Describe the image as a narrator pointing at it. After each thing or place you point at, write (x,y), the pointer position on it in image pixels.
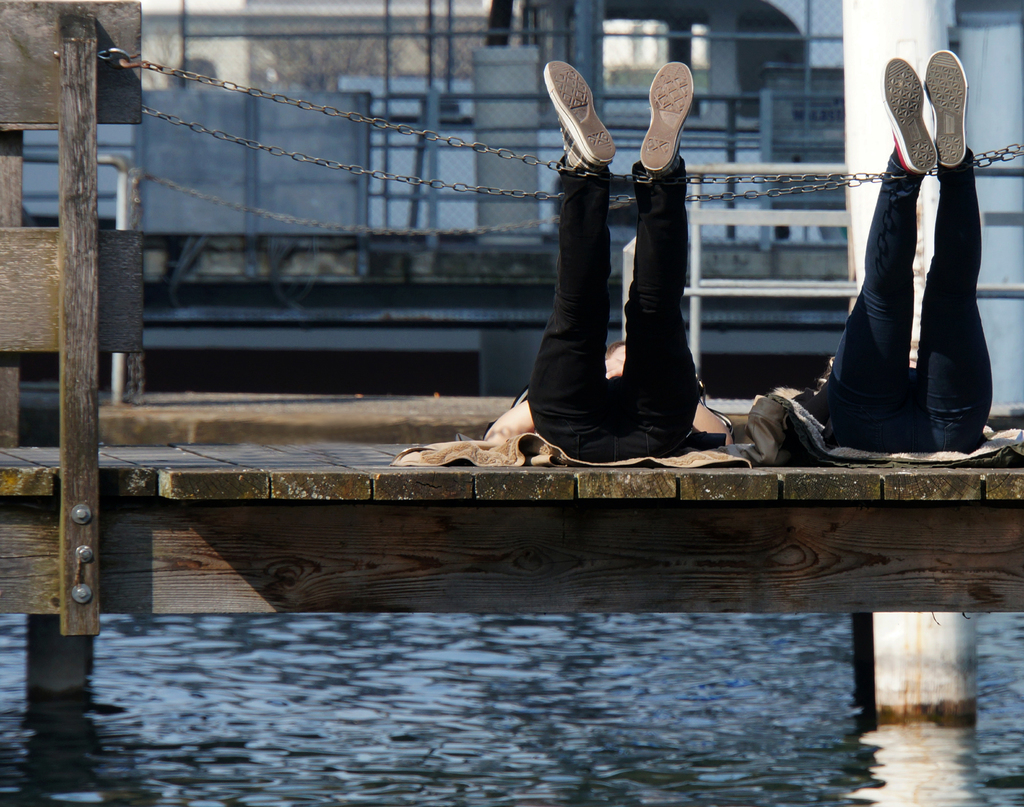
In this picture I can see water (273,736). I can see wooden piers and there are two persons (655,152) lying on the wooden pier (15,73). I can see fence (480,139), chains (892,174) and some other objects (314,177).
